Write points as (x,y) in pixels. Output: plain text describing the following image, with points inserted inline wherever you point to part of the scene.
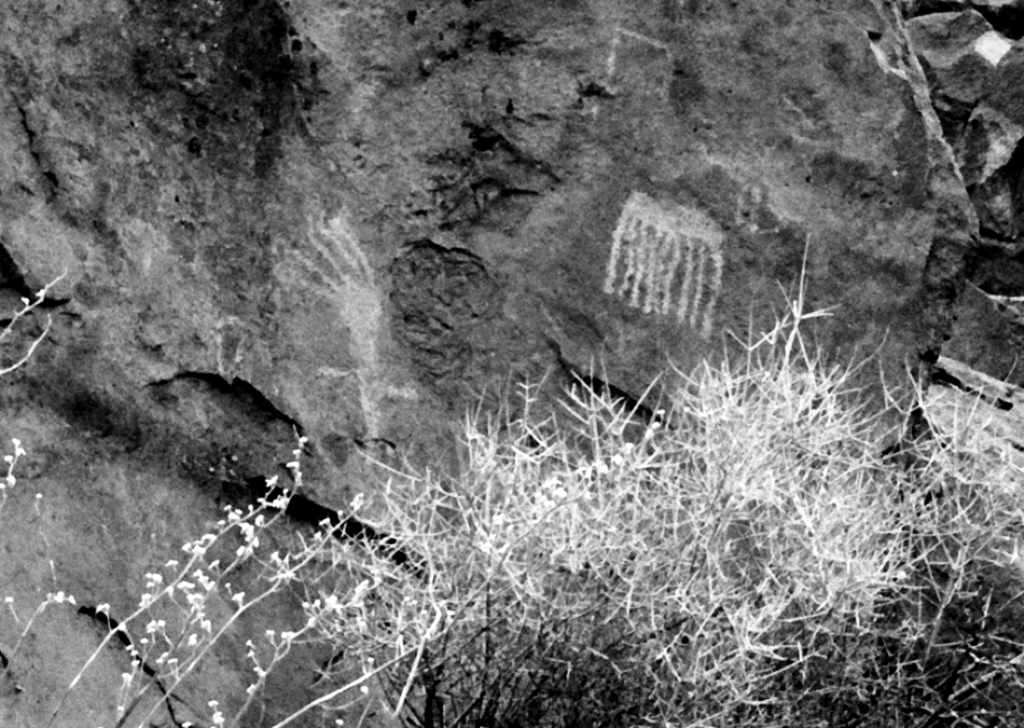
In this picture we can see few plants (592,502) and rocks (729,198).
